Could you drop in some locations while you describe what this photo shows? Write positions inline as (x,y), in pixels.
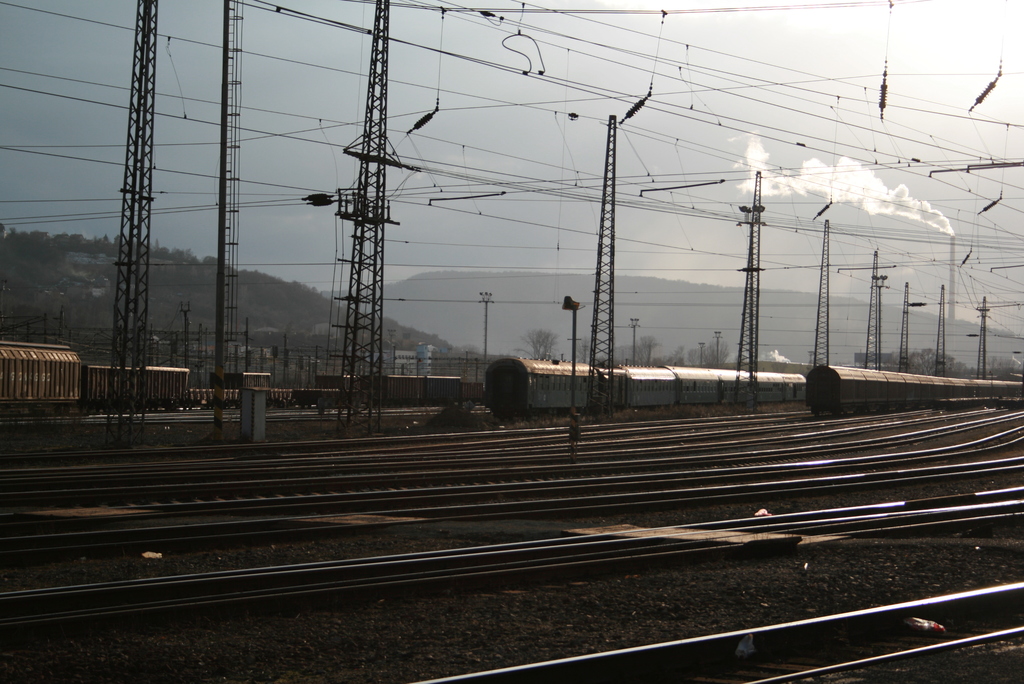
In the center of the image (661,387) we can see trains (231,377) on the tracks (192,408). At the bottom (213,578) there are railway tracks (536,571). In the background (172,172) there are towers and we can see wires (577,111). There are hills (314,290). At the top (301,84) there is sky (315,72).
